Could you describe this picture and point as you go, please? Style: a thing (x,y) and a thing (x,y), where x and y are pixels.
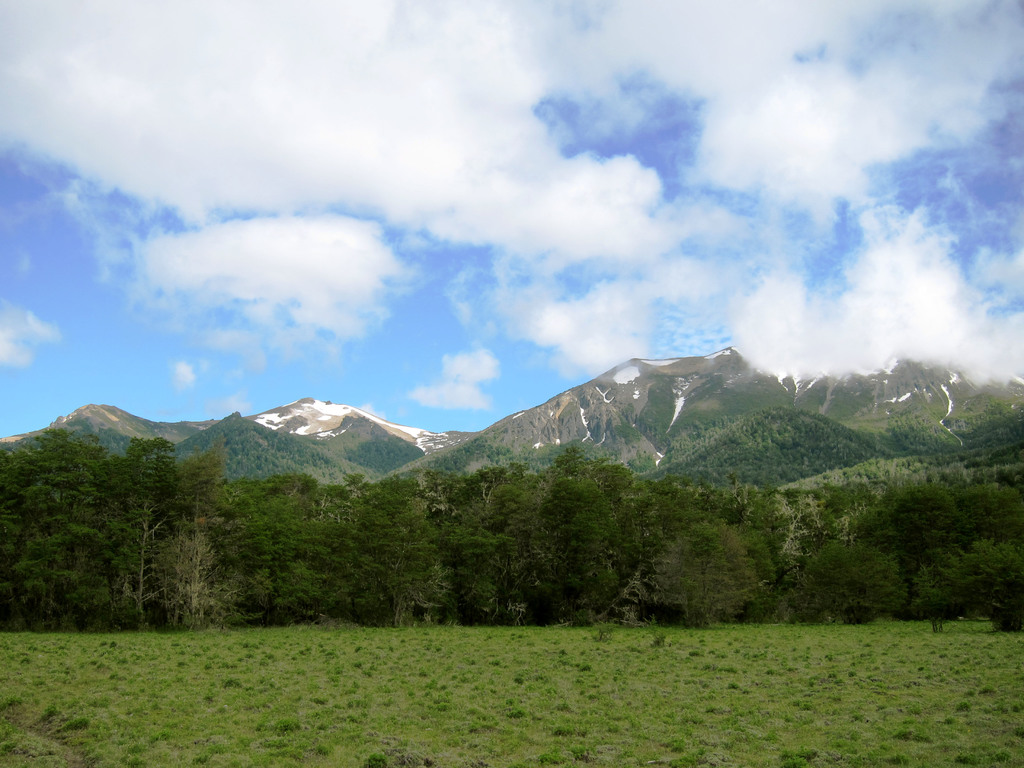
In this image we can see a group of trees (616,528), mountains (472,452) and in the background (926,70), we can see the cloudy sky (662,212).
